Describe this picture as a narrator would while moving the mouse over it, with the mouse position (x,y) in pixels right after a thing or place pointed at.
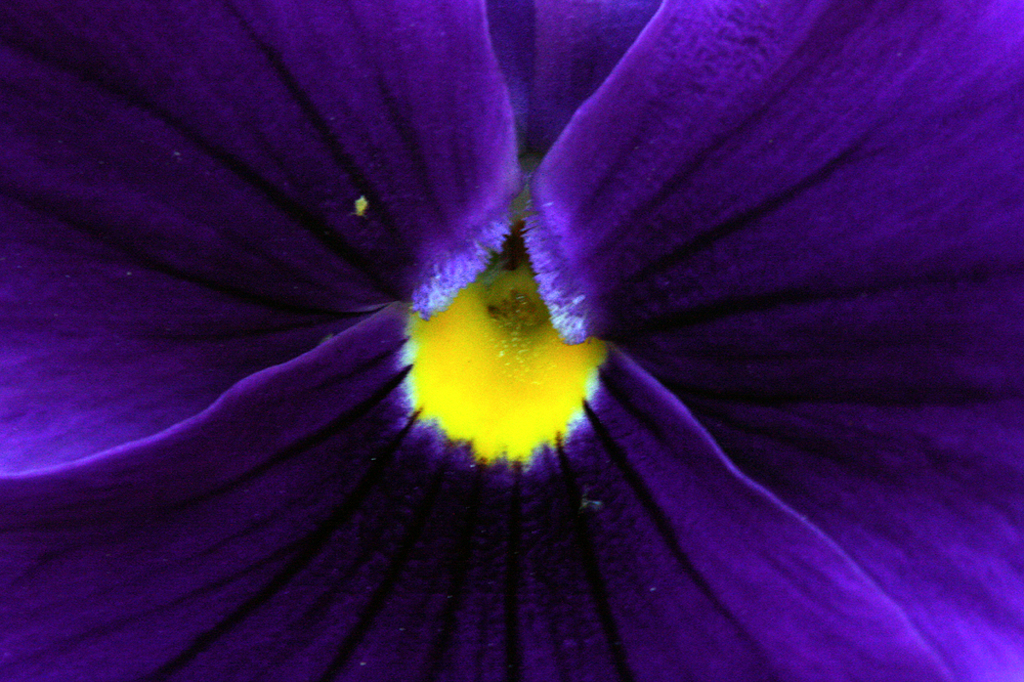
In this picture we can see a flower (562,535), we can see purple color petals (576,217) here.
